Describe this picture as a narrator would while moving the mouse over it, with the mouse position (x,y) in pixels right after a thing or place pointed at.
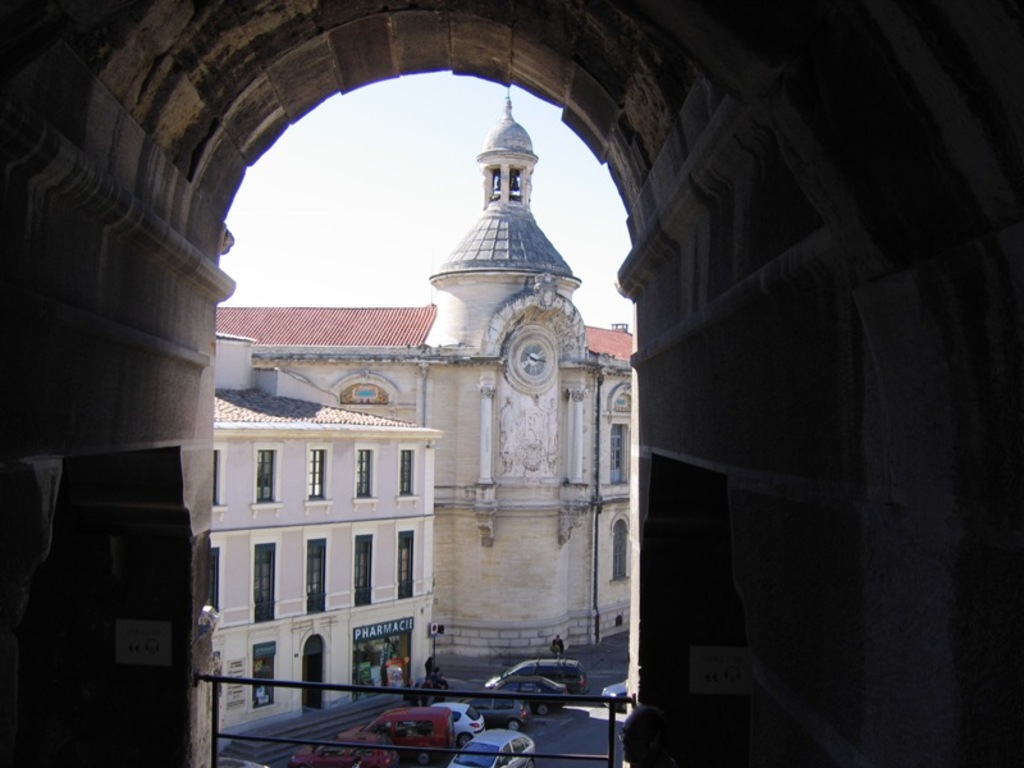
As we can see in the image there are buildings (376,488), windows (266,502), cars (452,728), clock (545,365) and a sky (392,197).
